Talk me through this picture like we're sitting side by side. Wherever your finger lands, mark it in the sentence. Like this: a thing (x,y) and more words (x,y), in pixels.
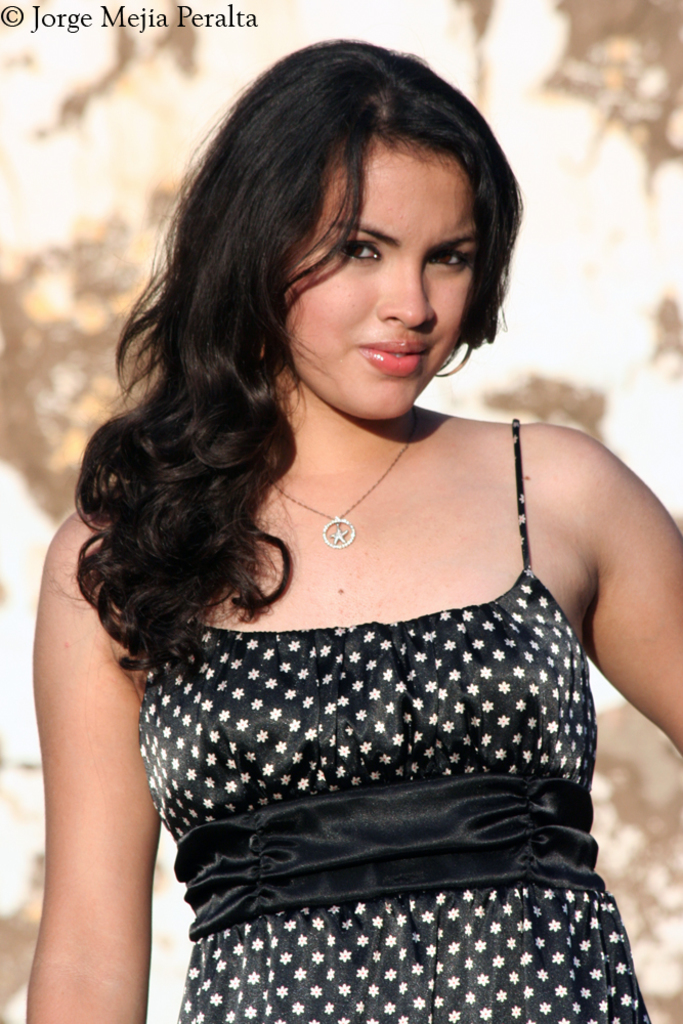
In the image there is a woman (248,486) standing in the foreground (305,515) and posing for the photo, the background of the woman (364,524) is blur.
